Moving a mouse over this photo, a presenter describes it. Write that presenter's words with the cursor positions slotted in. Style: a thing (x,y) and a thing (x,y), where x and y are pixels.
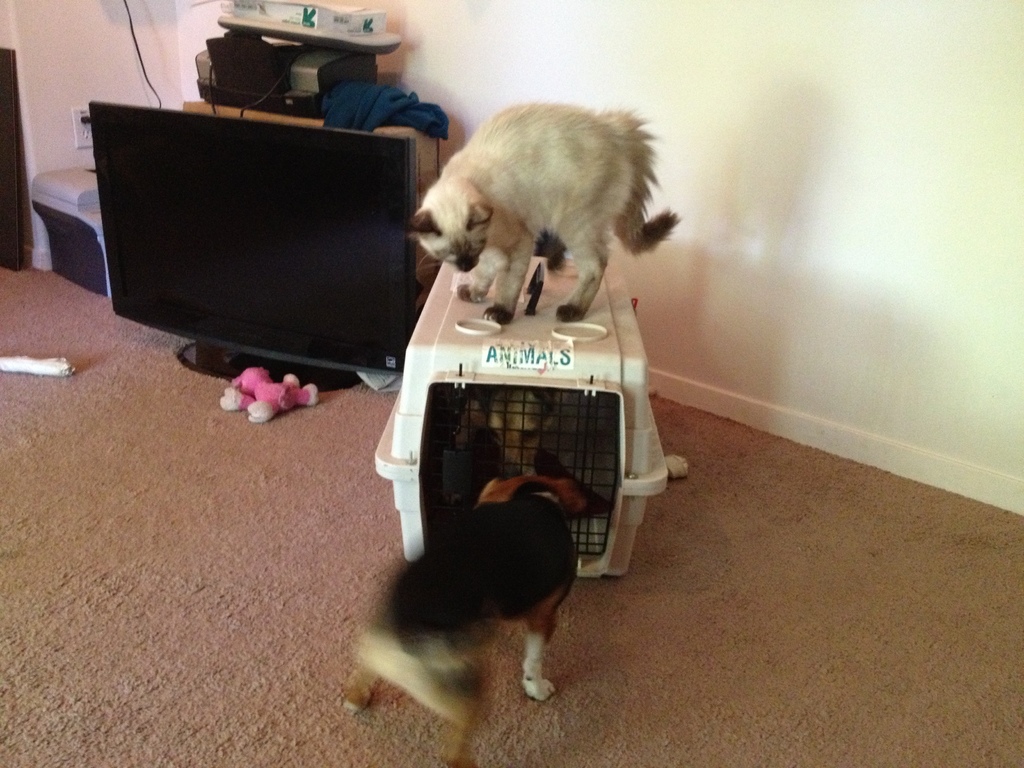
In this image, we can see a cat (531,187) on the dog crate (578,419) which in front of the wall (723,358). There is a dog (516,483) at the bottom of the image (451,643). There is an electrical equipment (304,94) and monitor (186,191) in the top left of the image (228,123).
